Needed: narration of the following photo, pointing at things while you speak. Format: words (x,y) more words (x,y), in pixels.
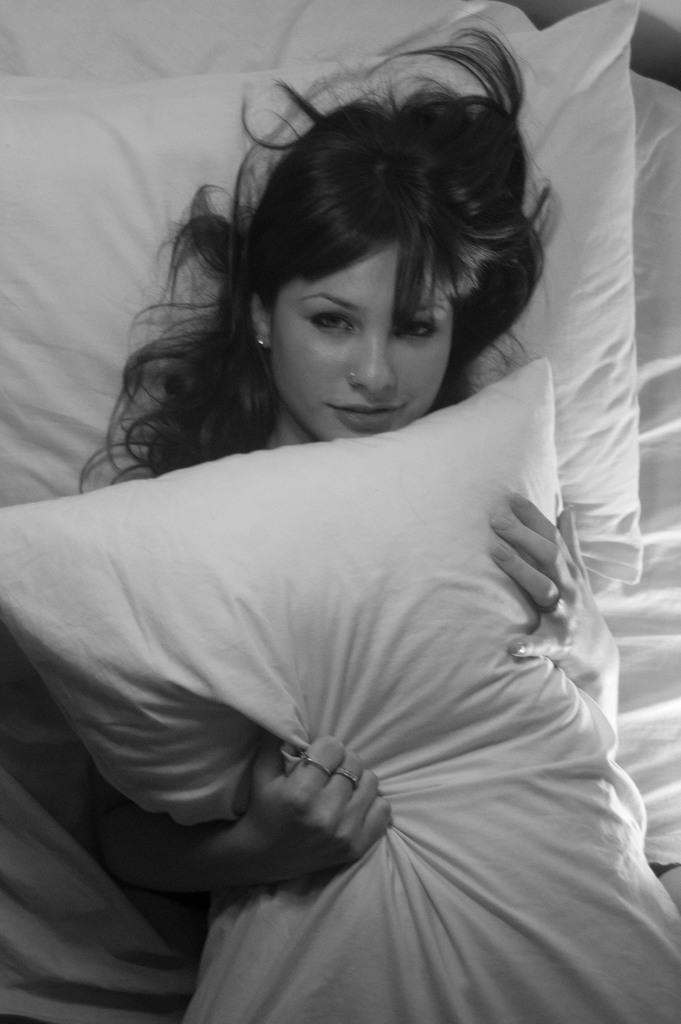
This is the black and white image and we can see a woman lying on the bed (666,117) and holding a pillow (539,938).
